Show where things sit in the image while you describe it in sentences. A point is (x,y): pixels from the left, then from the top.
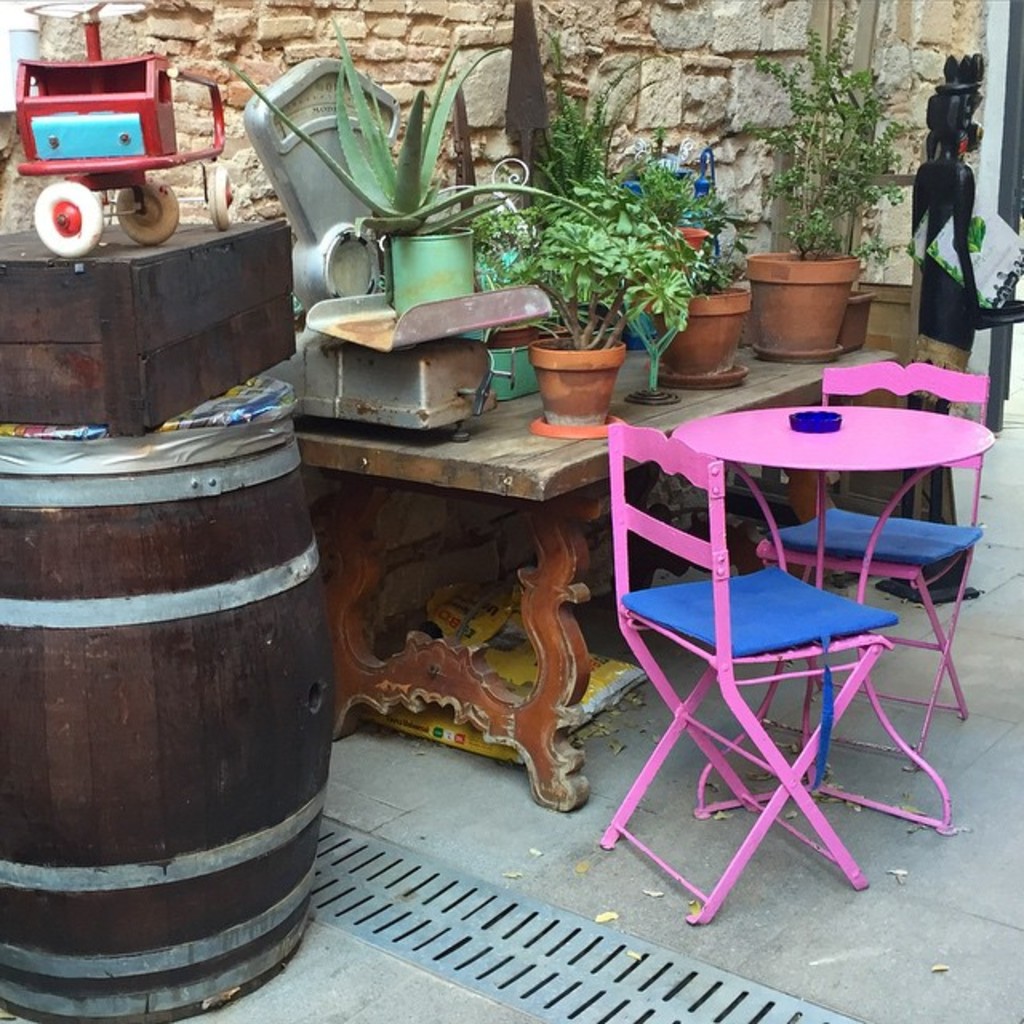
These are chairs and tables (791,439). This is a drum (167,588), above this drum (129,610) there is a box (129,288) and toy (146,204). On this table (625,392) there are plants (587,366) and things (412,242). Far this is a sculpture (964,210) in black color.
